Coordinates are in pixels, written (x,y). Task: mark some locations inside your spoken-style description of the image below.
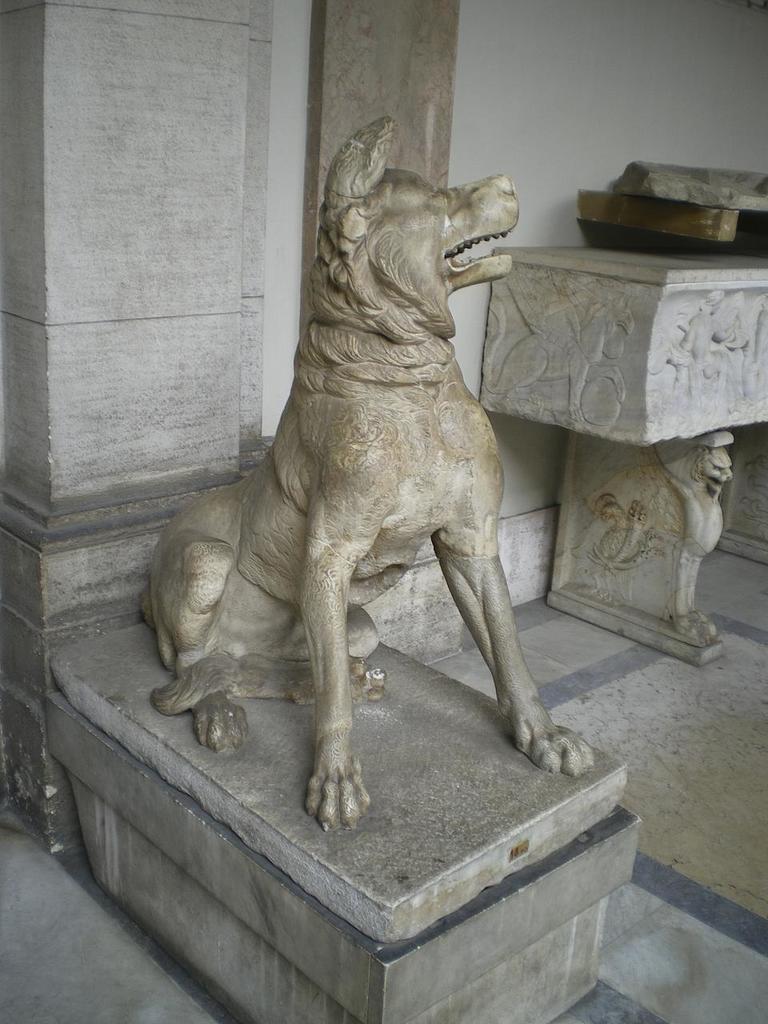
In this image I can see a sculpture (347,496) of a dog (376,226) and carved surfaces (681,402).
